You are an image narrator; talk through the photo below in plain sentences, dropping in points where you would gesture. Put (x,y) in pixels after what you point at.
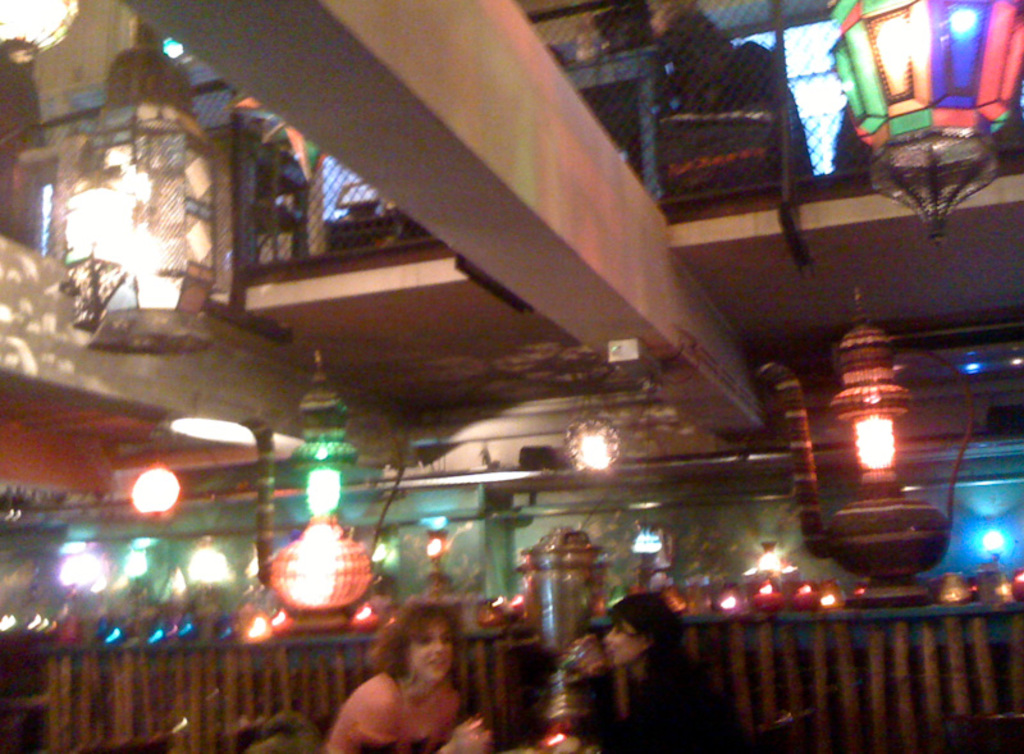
In the foreground of this picture (539,692), there are two women (669,680) and one is holding a glass (592,666). In the background (119,209), there are lights (657,575), pillars (623,322), mesh (696,109) and behind mesh (648,135) there is a person (707,100) sitting on the chair (665,117).
